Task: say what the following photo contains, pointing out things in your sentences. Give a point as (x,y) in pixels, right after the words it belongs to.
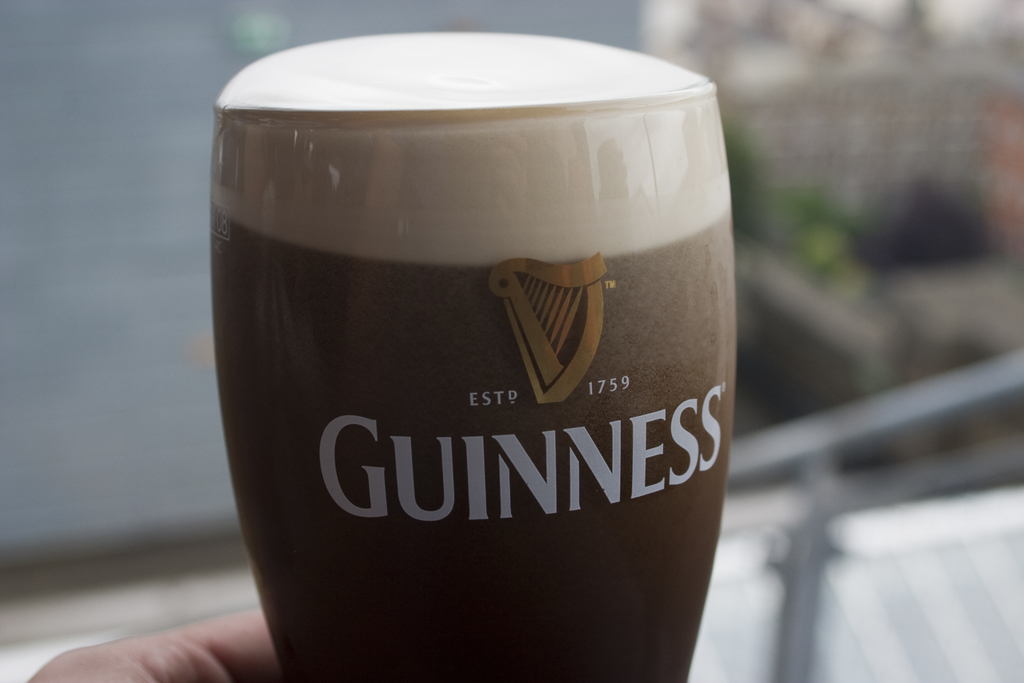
In this picture we can see a person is holding a glass (463,441) with some liquid (459,321). Only person hand (221,646) is visible. Behind the glass (324,282) there is the blurred background (317,8).
